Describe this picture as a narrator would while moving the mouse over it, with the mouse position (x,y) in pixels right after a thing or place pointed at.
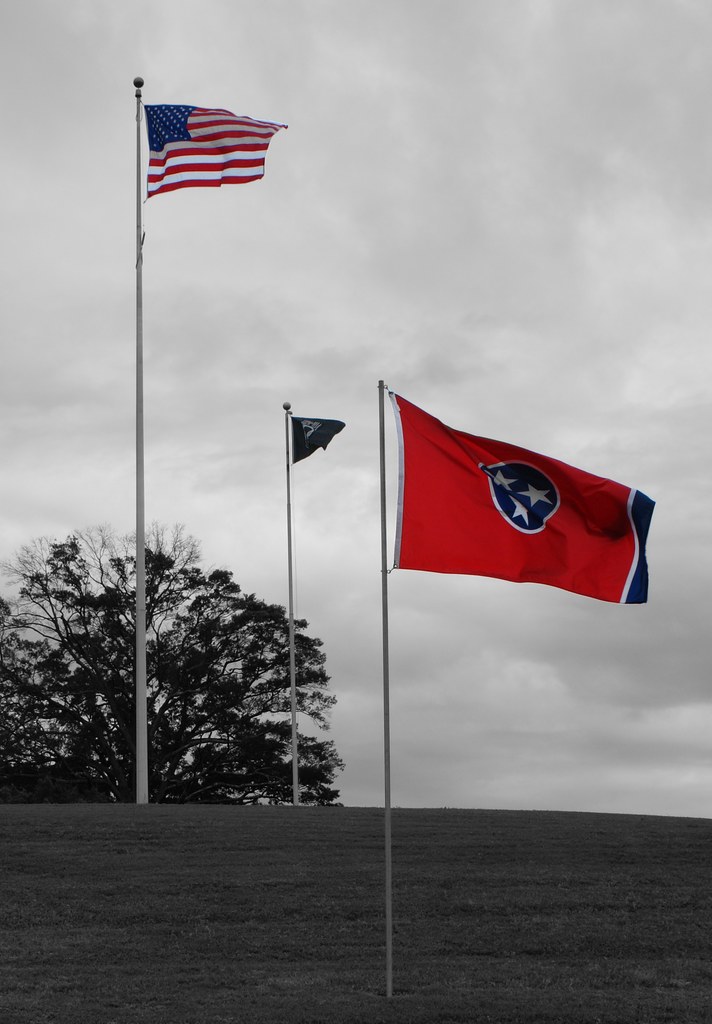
In this picture, we see three flag poles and three flags (439,520) which are in white, red, black and blue color. Behind that, we see a tree (214,618). In the background (355,573), we see the sky (296,406). This is a mostly black and white picture.
